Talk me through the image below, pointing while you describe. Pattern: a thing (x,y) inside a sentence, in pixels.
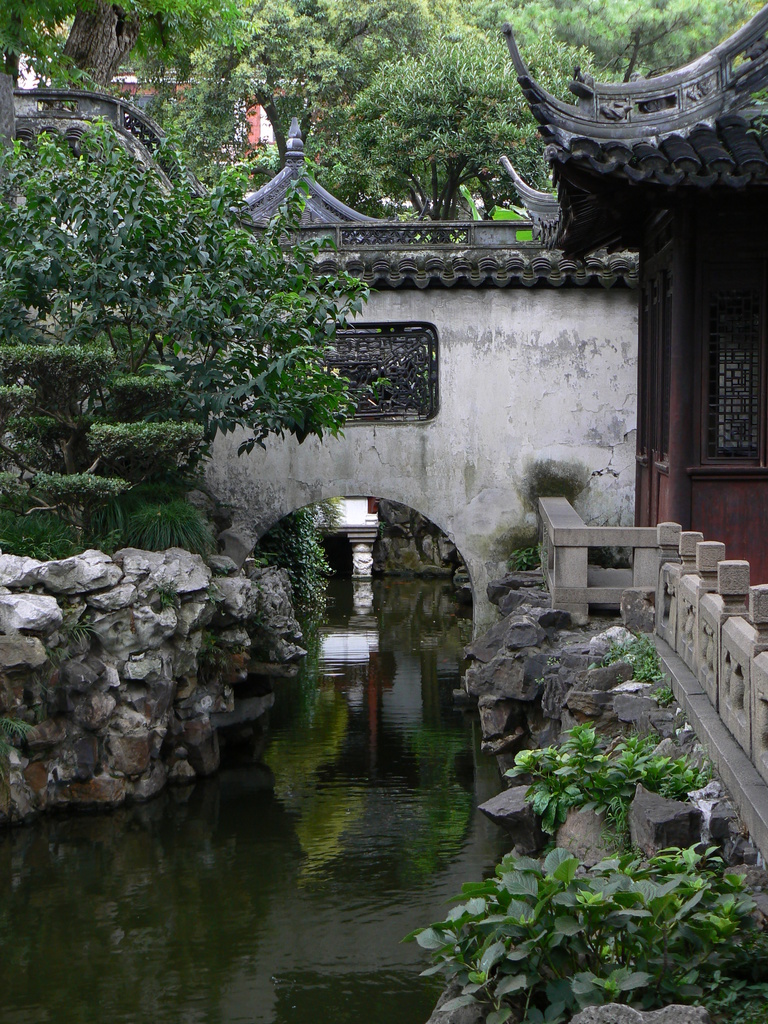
In this picture I can see there is a canal (203,985) and there are rocks (109,663) into left and right. There is a building (696,305) on to right (752,265) and there are plants (69,370) and trees (60,324) in the backdrop (175,50).
